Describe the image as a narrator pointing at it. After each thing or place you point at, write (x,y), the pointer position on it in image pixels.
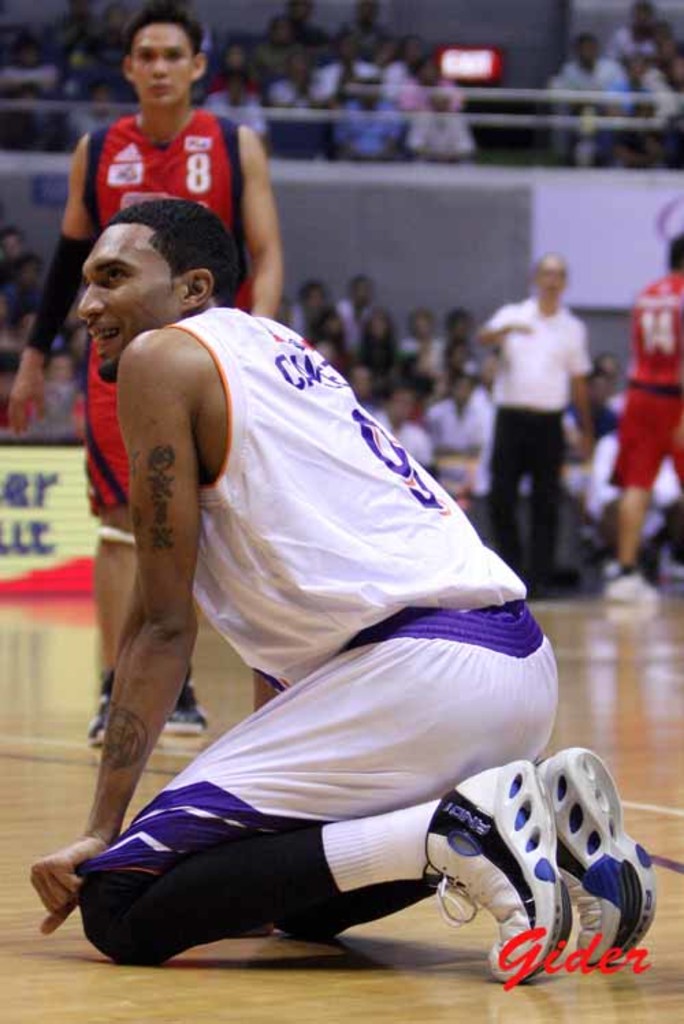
In this image we can see a person (391,824) sitting on his knees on the floor (419,996). We can also see some people (532,583) standing on the floor (563,659). On the backside (365,401) we can see a group of people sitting beside a fence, a clock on a wall (399,284) and a signboard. On the bottom of the image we can see some text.
